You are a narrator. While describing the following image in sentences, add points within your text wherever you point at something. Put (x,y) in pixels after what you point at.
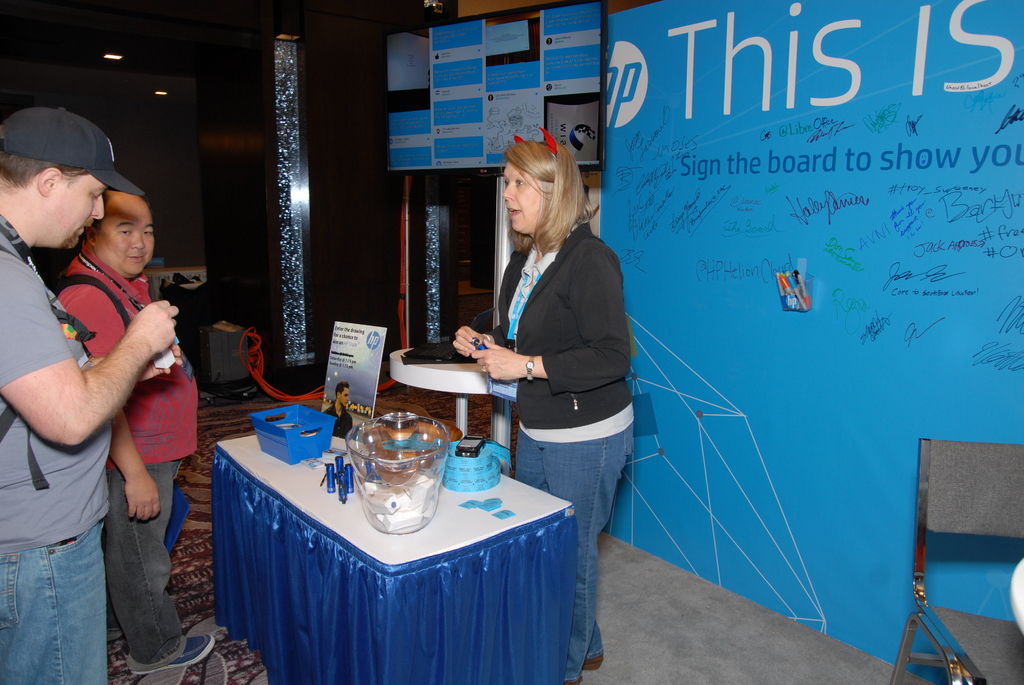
In this picture we can see a woman (537,295) and two men (85,204), in front of them we can see a basket (278,443), jar (378,523) and other things (329,468) on the table (400,589), in the background (405,156) we can see hoardings (907,546) and lights (108,58), in the bottom right hand corner (922,498) we can see a chair (917,513).
